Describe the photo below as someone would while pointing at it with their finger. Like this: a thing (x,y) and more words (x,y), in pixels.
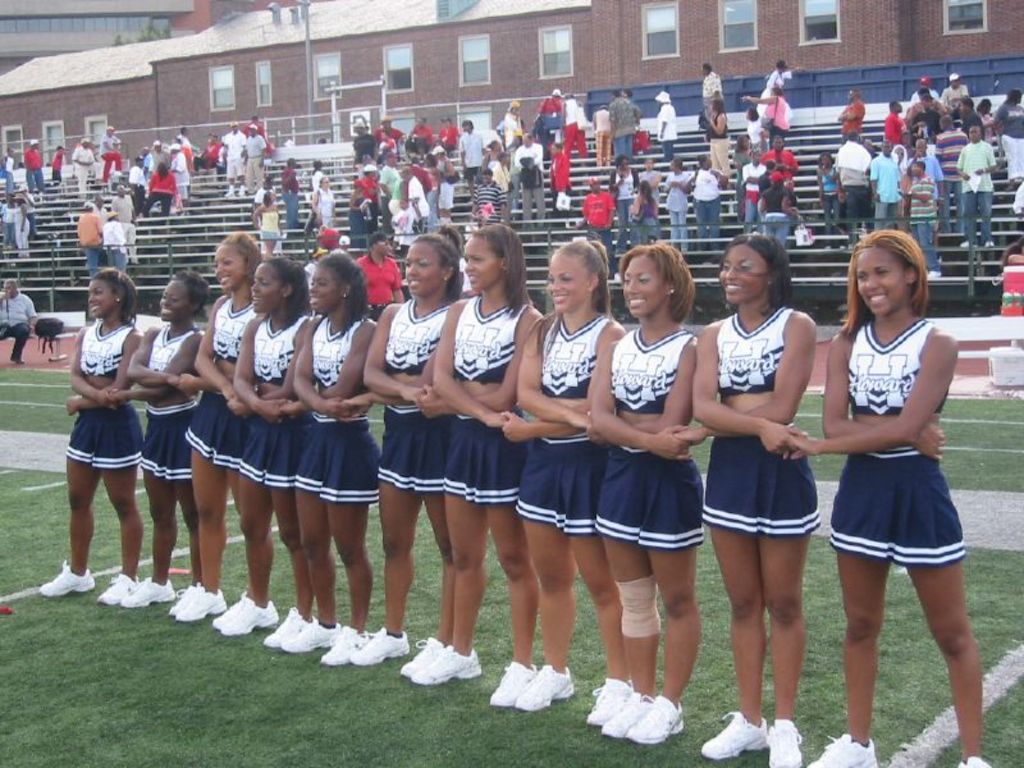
In this image at front (301,625) few people (866,641) are standing on the surface (298,667) of the grass (418,639). At the back side (410,189) group of people (554,181) are standing on the stairs (65,199). At the background (561,18) there are buildings (203,33).
